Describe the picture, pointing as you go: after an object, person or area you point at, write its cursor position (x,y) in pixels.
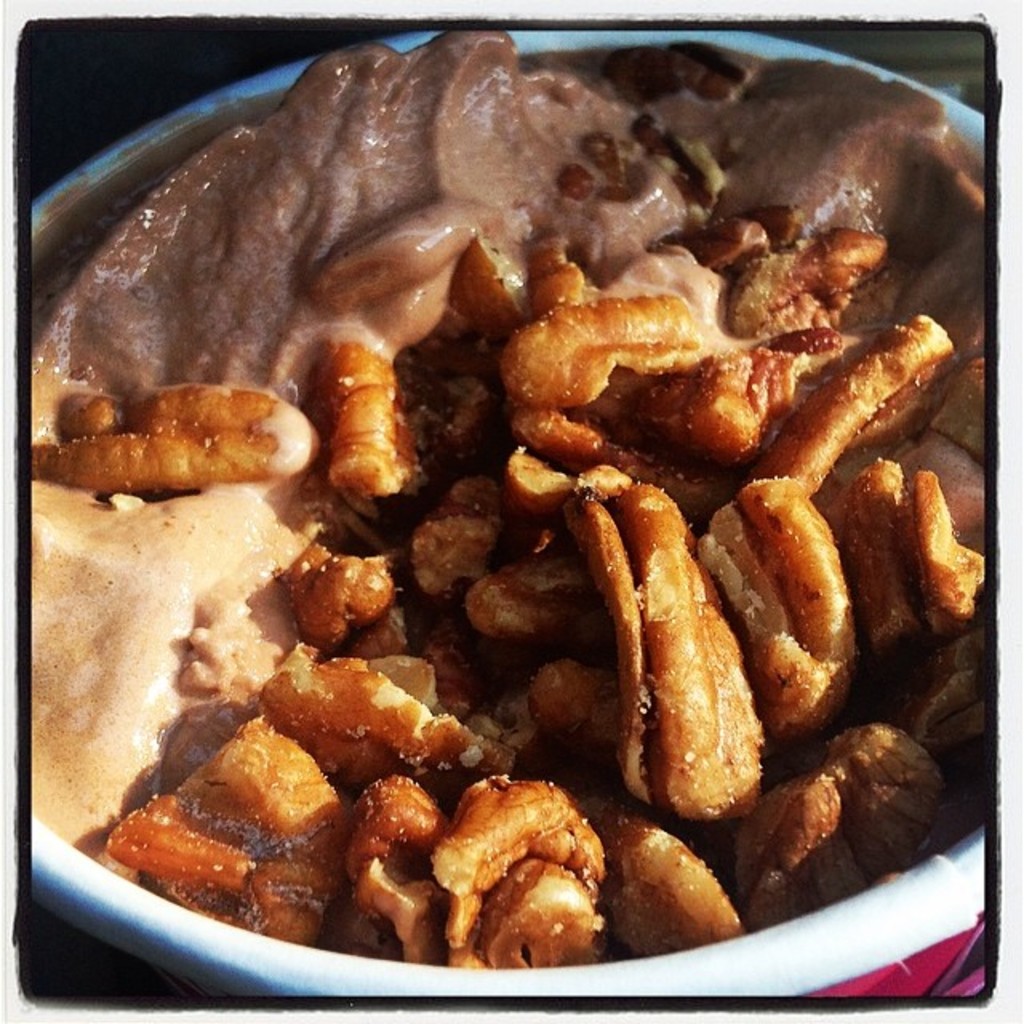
In this image, I can see a bowl (792,962). This bowl (834,909) contains pecans (345,664) and ice cream (817,208).
